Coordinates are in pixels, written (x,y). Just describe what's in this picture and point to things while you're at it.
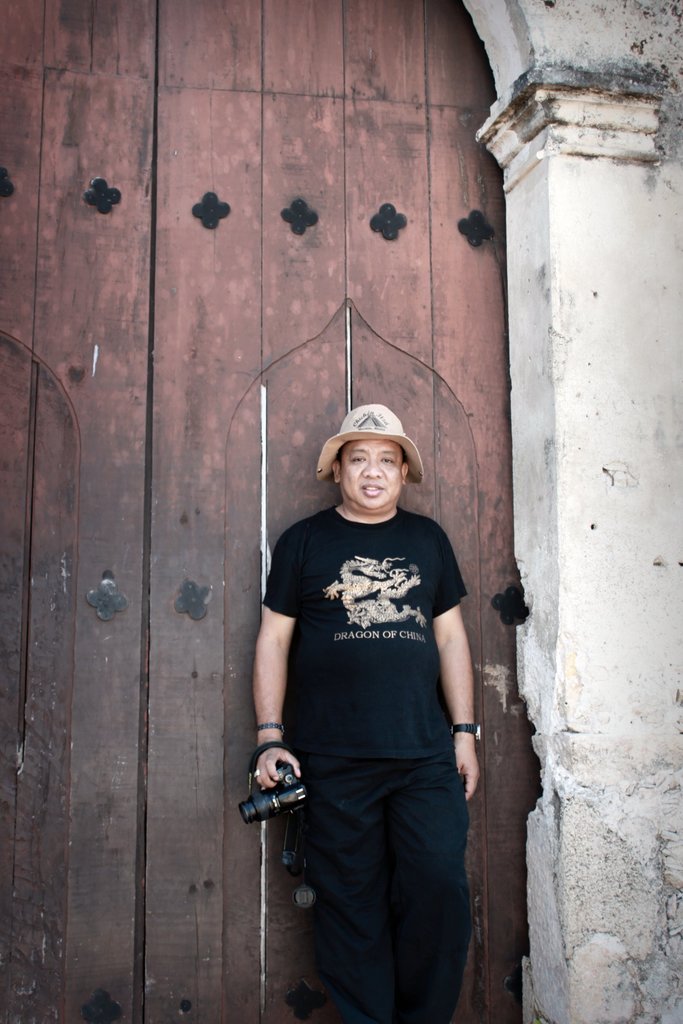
Here I can see a man (396,707) wearing a black color dress (381,700), cap (348,417) on the head (367,477), holding camera (280,795) in the hand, standing and leaning to the gate (210,494) which is made up of wood (116,245). On the right side (611,644), I can see the wall (594,544).
